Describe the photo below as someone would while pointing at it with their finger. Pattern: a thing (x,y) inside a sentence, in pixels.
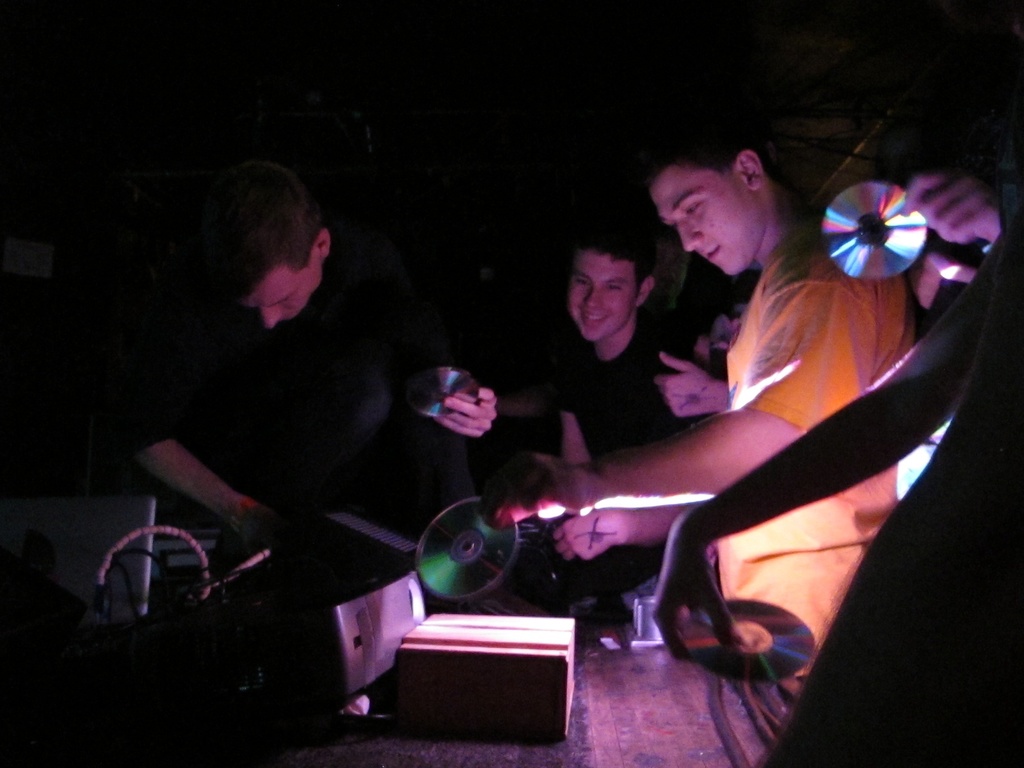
In this image, there are two persons (744,414) standing and a person (640,403) sitting. On the right side of the image (857,472), I can see the hands (955,225) of the persons (944,326) holding the discs (805,633). At the bottom of the image (413,730), there are few objects (365,629) on a table (590,672). The background (23,355) is dark.
